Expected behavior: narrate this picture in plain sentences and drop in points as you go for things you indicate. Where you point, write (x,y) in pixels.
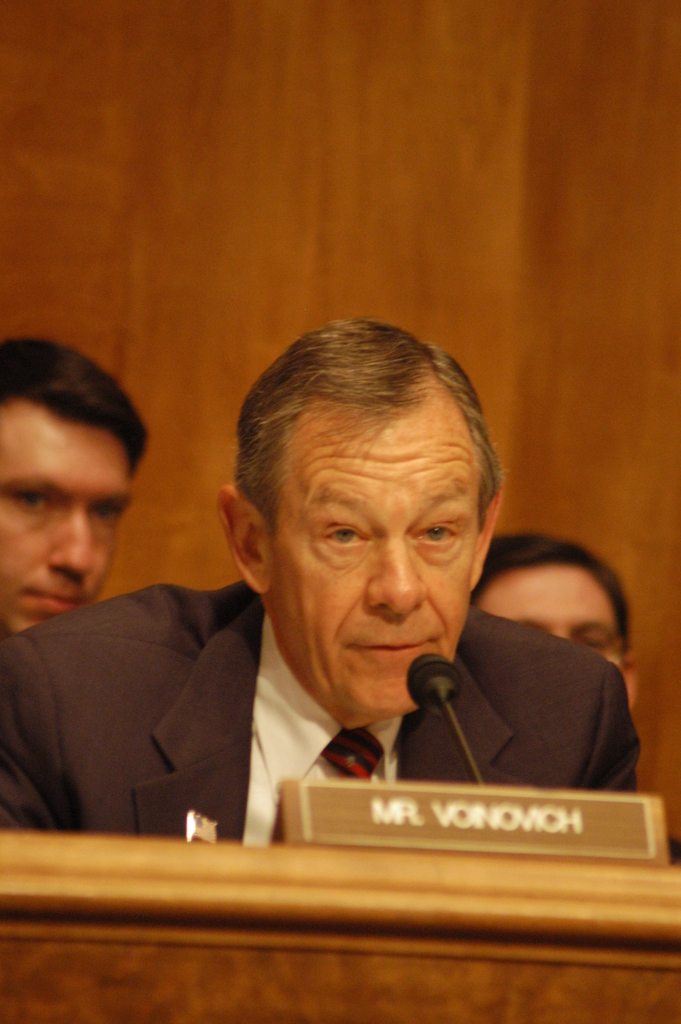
In this image there is a man (248,626). In front of the man (179,657) there is a podium (297,944) on which there is a mic (425,694). In front of the mic (409,681) there is a name board (310,813). In the background (52,419) there are two other persons (547,555) near the wooden wall (213,192).
